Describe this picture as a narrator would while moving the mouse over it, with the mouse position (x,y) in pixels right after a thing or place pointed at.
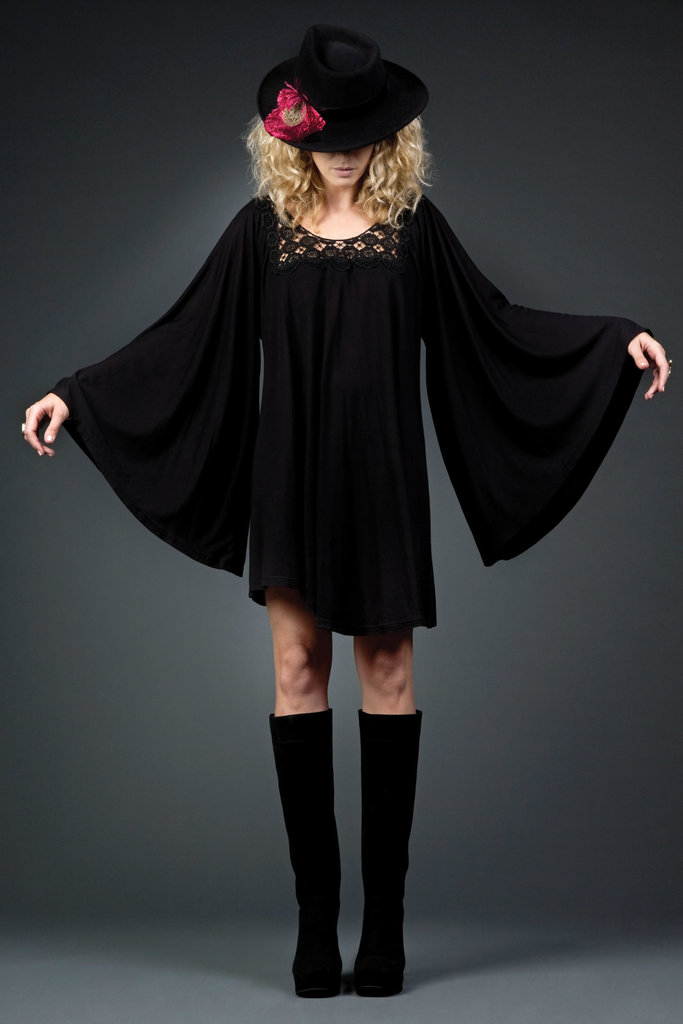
In this image I can see a woman (325,169) is standing. I can see she is wearing a black colour hat (301,146), black dress (279,270) and black shoes (329,733). I can also see a red colour thing (302,136) on the hat (314,93).
